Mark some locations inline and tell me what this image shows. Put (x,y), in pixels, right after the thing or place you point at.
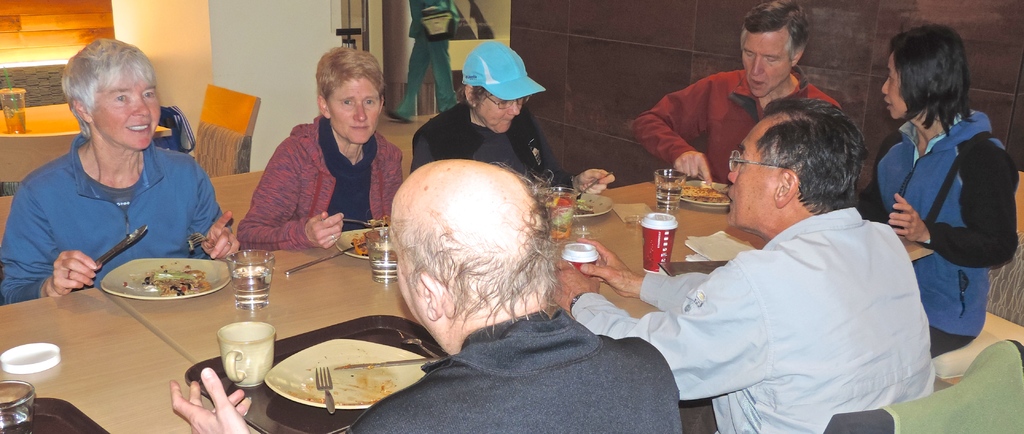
There are people (440,280) here around the table (335,306) sitting on the chair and having their food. On the table (281,271) we can see food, glasses (235,275), cup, fork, knife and spoon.
